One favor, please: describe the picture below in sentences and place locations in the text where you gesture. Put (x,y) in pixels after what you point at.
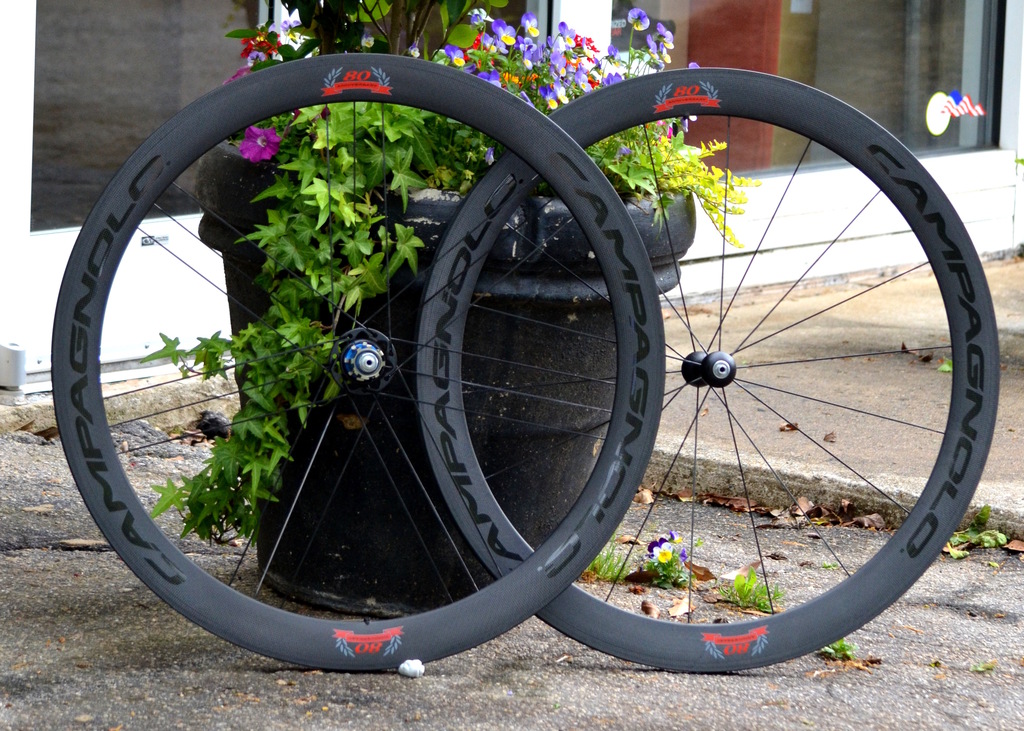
In this image we can see some plants (407,173) in the pots (501,500) and the tires (433,277) which are placed on the ground (600,653). On the backside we can see a glass window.
